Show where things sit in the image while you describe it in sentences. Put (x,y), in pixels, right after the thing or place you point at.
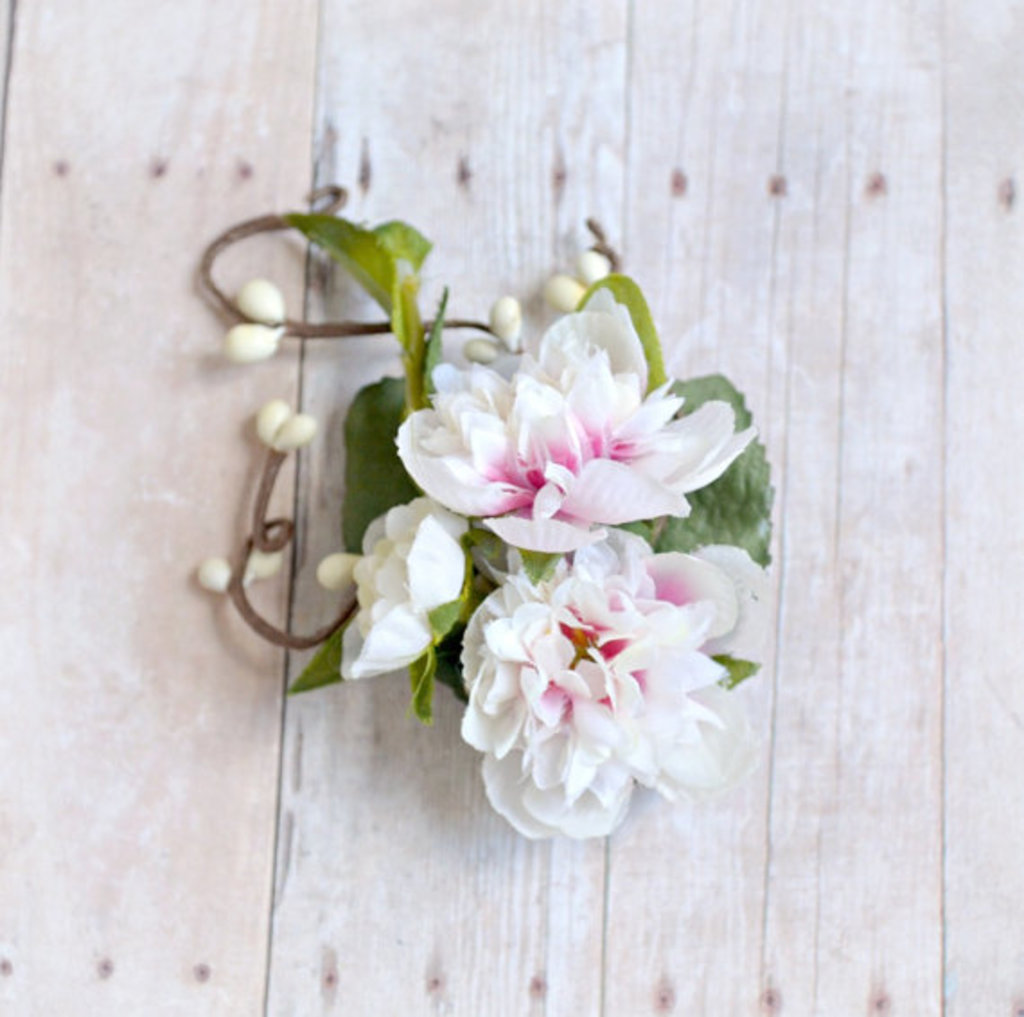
In this image there are flowers (502,601) and leaves (460,687) on a wooden surface (806,36).
